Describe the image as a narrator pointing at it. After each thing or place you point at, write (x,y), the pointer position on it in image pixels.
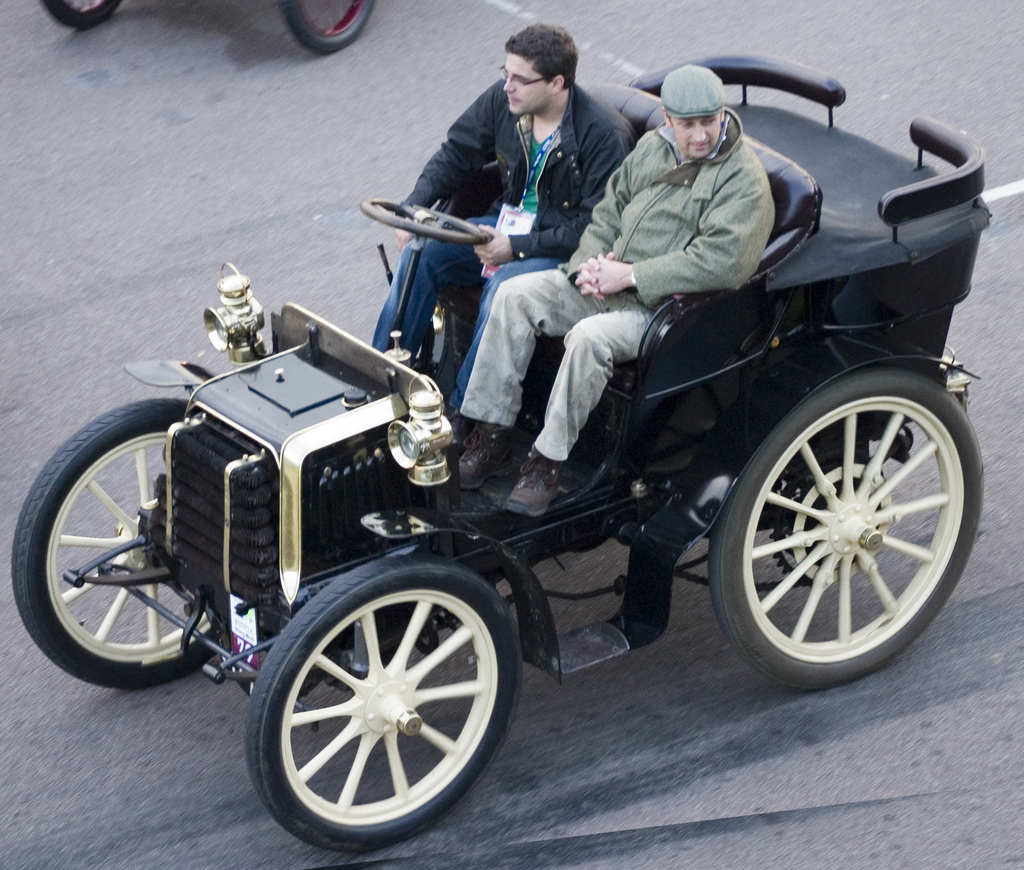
There are two persons (562,312) sitting on a car (291,440). On the left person (520,159) wearing a black dress (526,169) is holding the steering (428,217) and wearing a spectacles (535,80). On the right side (705,124) person (690,105) is wearing a cap (688,102). The car (299,523) is having four wheels (320,667).
